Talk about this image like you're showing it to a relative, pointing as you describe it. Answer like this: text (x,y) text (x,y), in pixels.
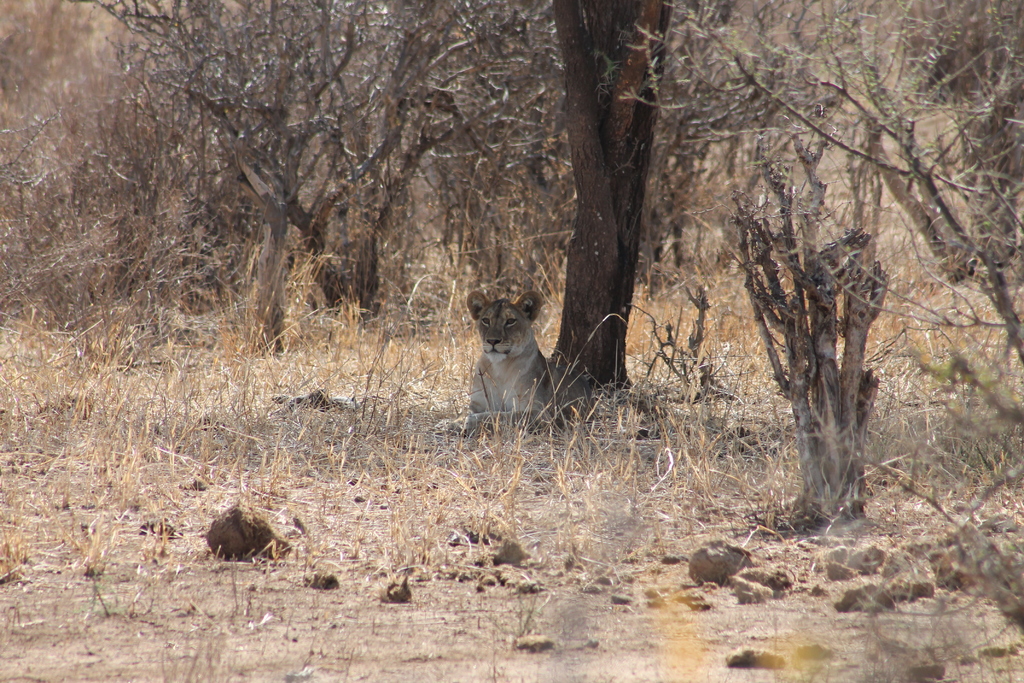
In this picture we can see a lion (525,373) under the tree (579,215), in the background (485,203) we can find few more trees (344,189).
